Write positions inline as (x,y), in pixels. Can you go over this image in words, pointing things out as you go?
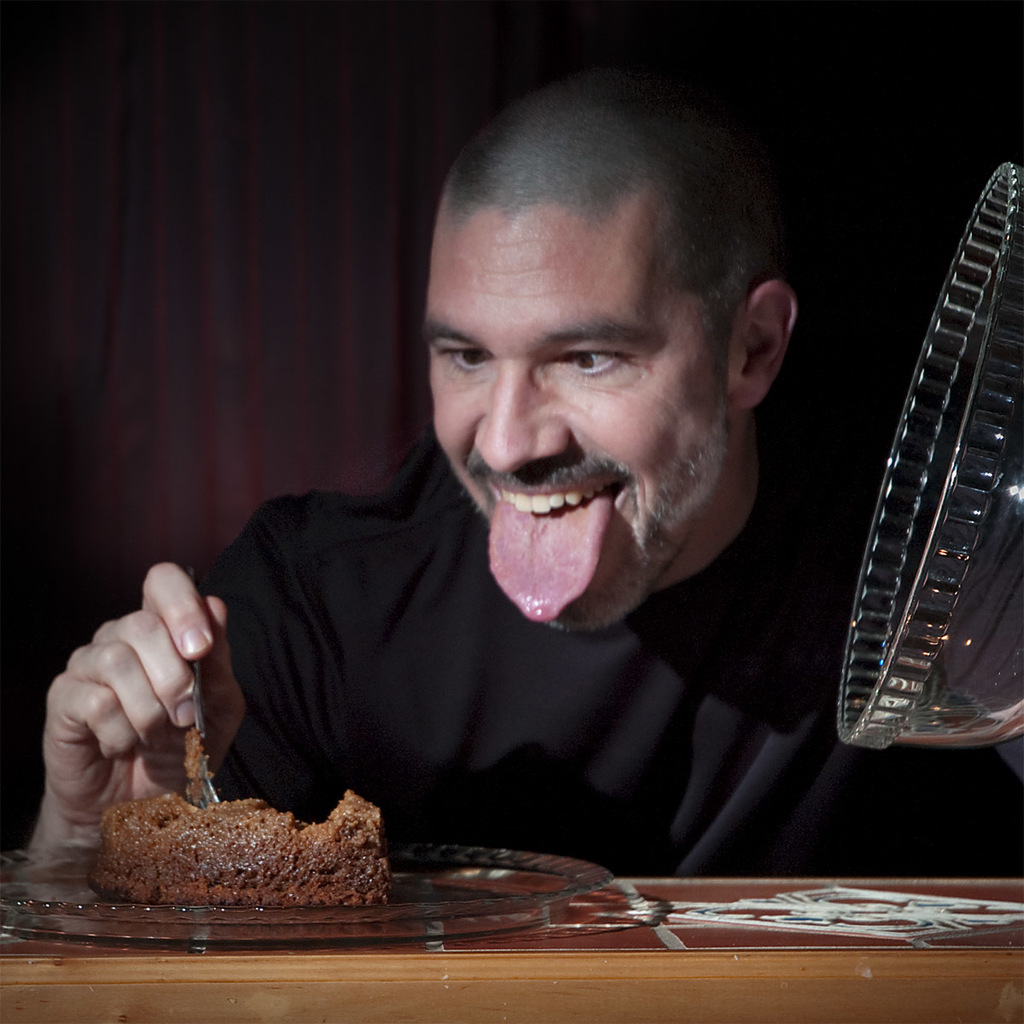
In this picture we can see a man (177,721) holding a fork (194,735). In front of the man (519,506), there is food (187,863) in a plate (98,909) and the plate (208,913) is on the wooden surface (506,955). On the right side of the image (1018,550), there is an object (990,377). Behind the man (495,592), there is a dark background (834,76).
